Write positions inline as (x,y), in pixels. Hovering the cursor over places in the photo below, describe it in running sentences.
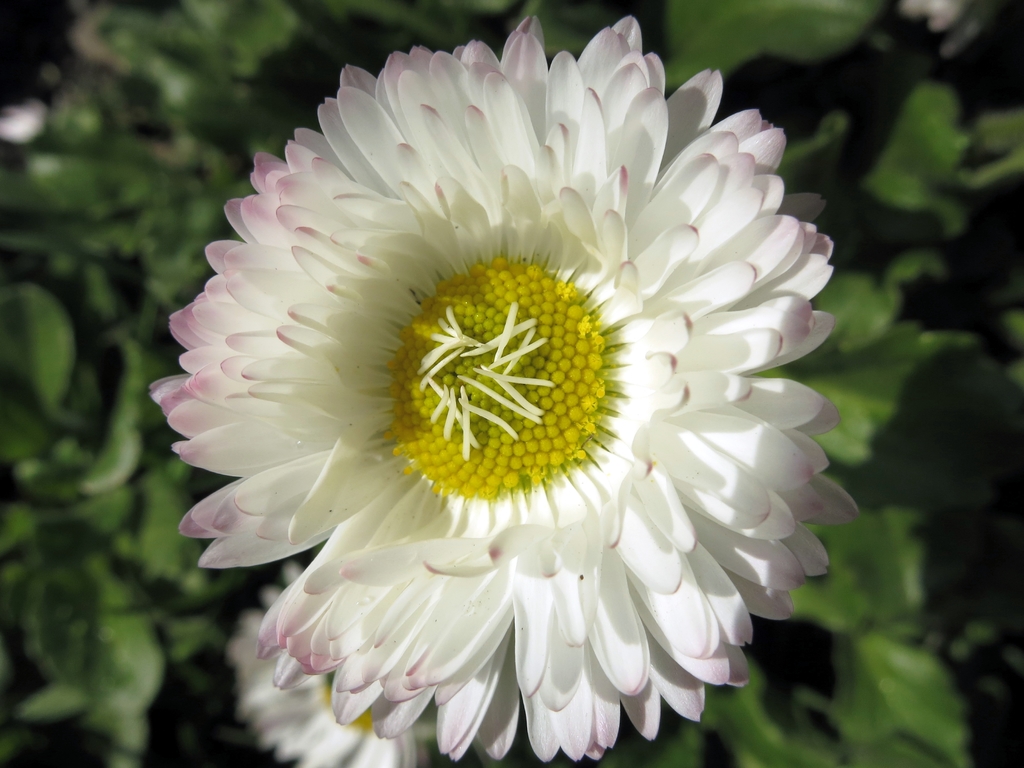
We can see flowers (425,597). In the background (195,25) it is green.
